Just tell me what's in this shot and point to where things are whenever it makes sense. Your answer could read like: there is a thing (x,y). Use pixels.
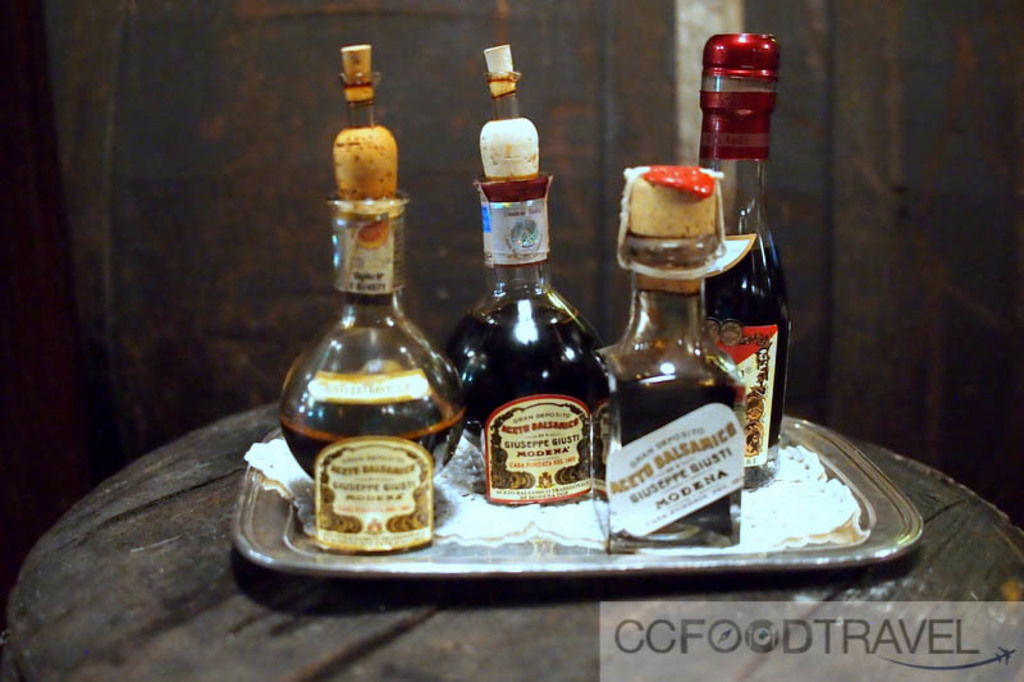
This is a table (351,626) with a steel tray (477,553) and four bottles (687,430) on the tray (777,464). These are the corks (530,149) which are used to seal the bottles (529,276).
